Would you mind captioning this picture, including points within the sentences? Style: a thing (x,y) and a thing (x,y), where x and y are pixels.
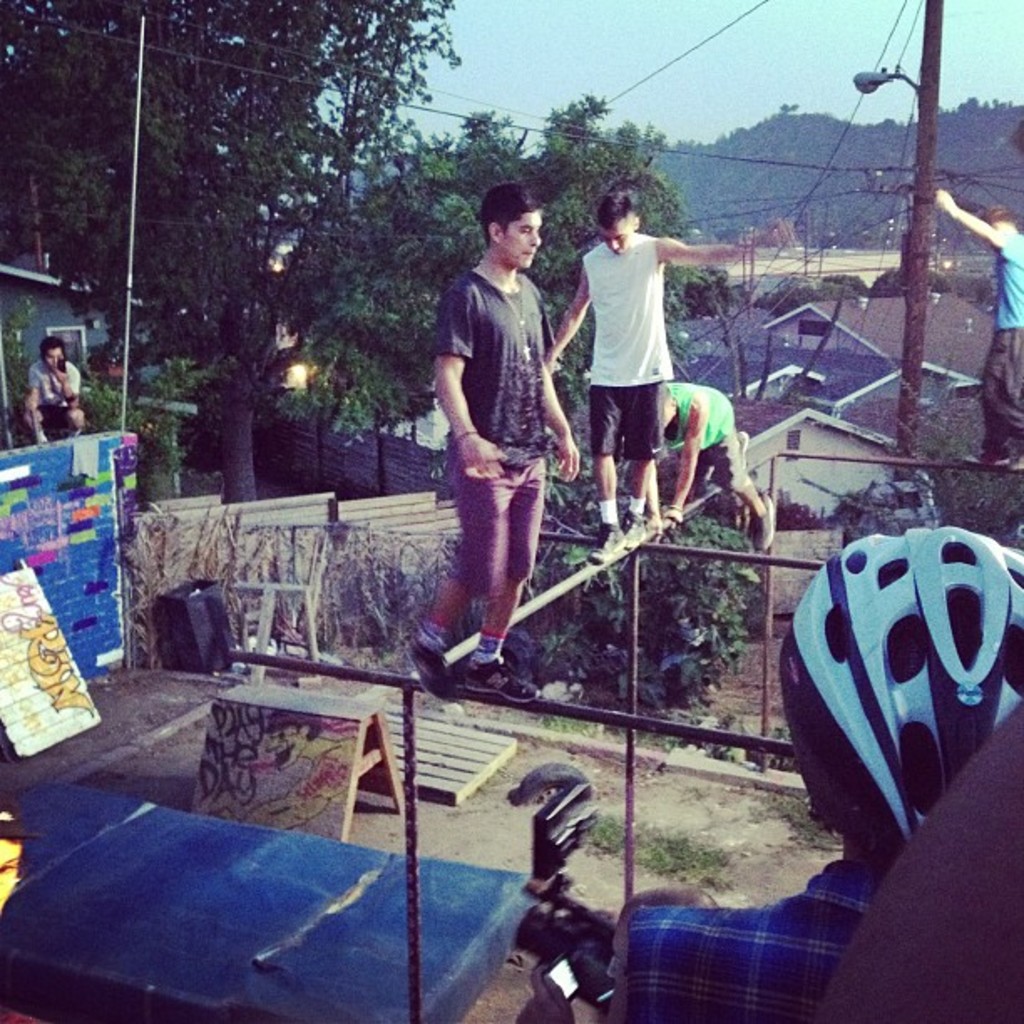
In the picture I can see four persons (470,528) standing on rods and there is a person (859,812) wearing helmet (920,696) in the right corner (784,907) and there are few trees (402,185) and some other objects (859,415) in the background (796,164).
